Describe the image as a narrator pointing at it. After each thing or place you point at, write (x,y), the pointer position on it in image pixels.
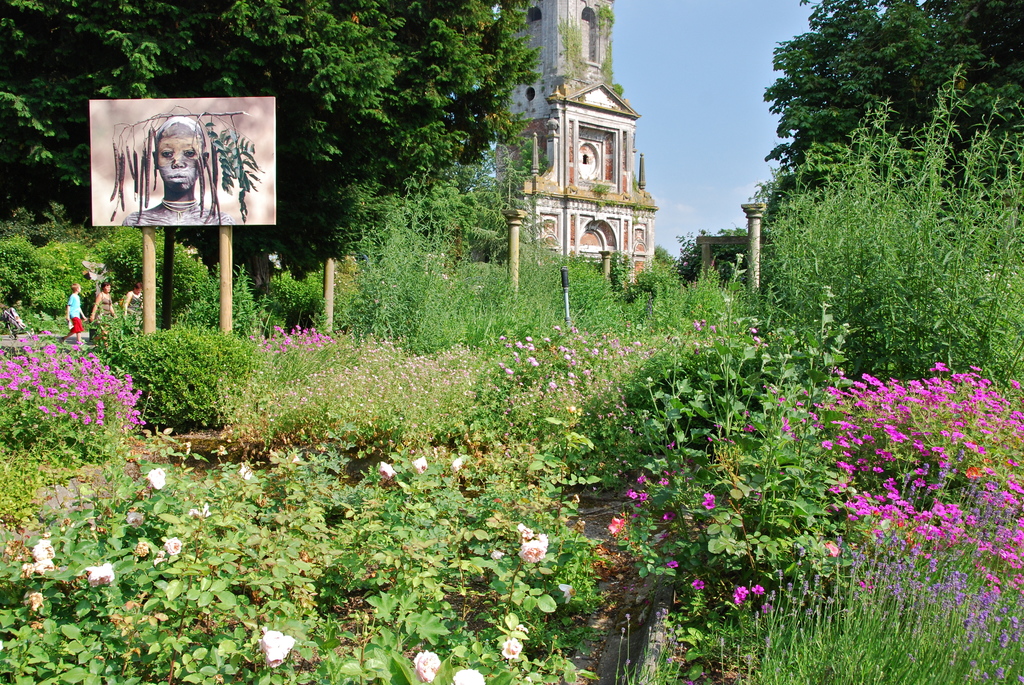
In the left side (187,176) it is an art (184,108) and here these are the flower plants (747,349). In the middle (640,240) it looks like a monument (624,132).
